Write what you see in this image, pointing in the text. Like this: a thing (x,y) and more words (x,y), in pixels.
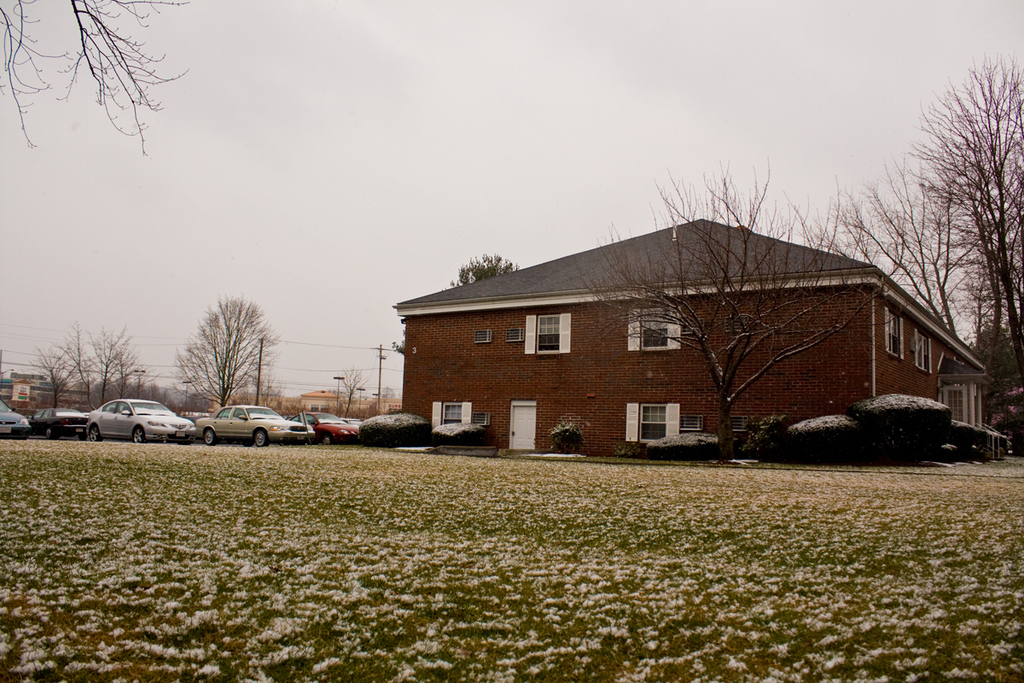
In this picture I can see the grass (220,517) and bushes (631,454), on which there is snow (160,532) and in the middle of this picture (414,399) I see number of cars (72,426), a building (549,359) and trees (1005,100). In the background (293,192) I can see the sky (615,139) and I see few poles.
